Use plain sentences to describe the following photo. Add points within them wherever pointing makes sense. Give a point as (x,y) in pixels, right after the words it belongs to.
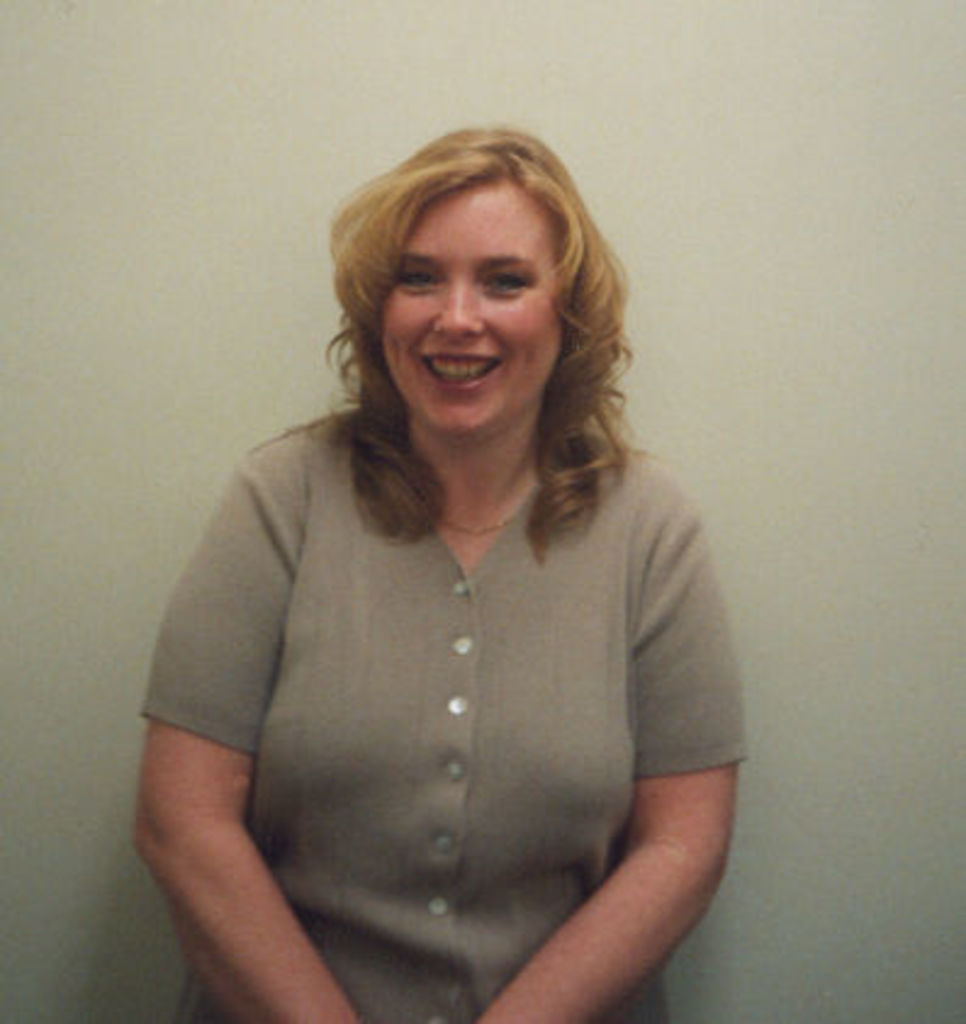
Here I can see a woman (335,621) standing, smiling and giving pose for the picture. At the back of her there is a wall (812,307).
